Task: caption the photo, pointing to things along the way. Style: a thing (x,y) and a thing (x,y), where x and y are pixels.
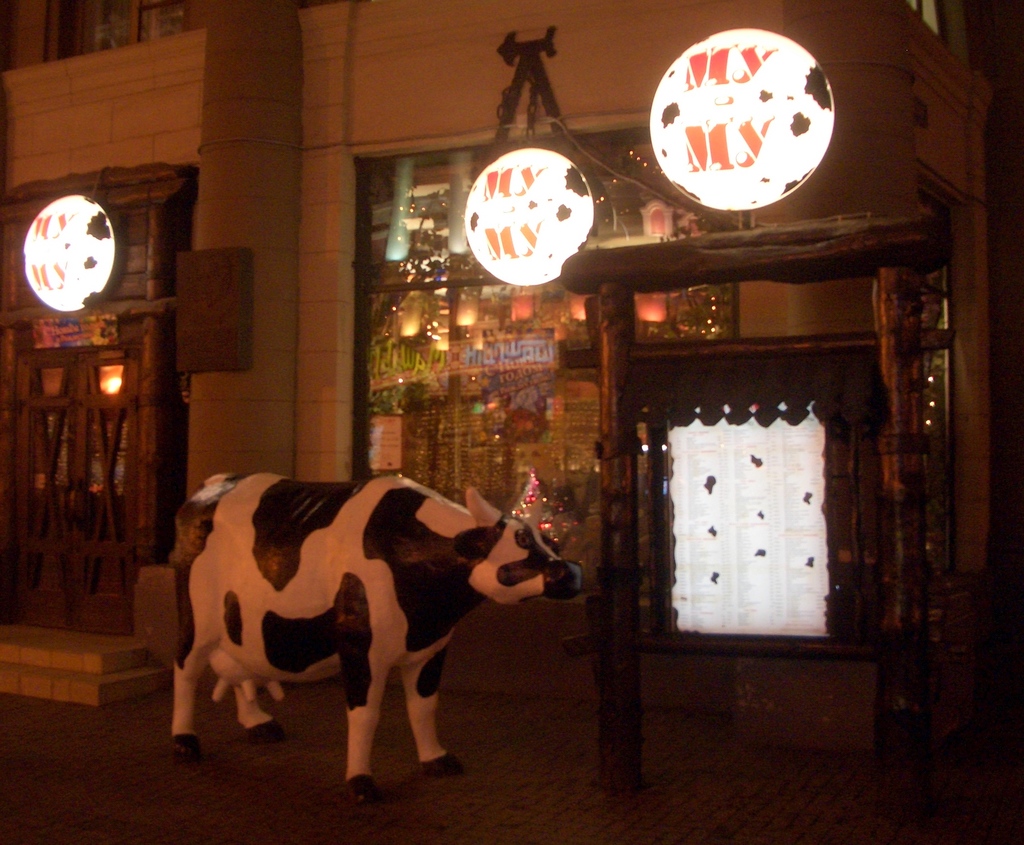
This is an image clicked in the dark. Here I can see a statue (399,605) of an animal (355,623). On the right side (920,429) there is a pillar (907,680). In the background (350,355), I can see a building (334,301) and a glass (444,401) at the back of this glass (479,321) I can see some objects (411,398). On the top of the image (792,109) I can see three lights (101,243) which are in the shape of balloon.
